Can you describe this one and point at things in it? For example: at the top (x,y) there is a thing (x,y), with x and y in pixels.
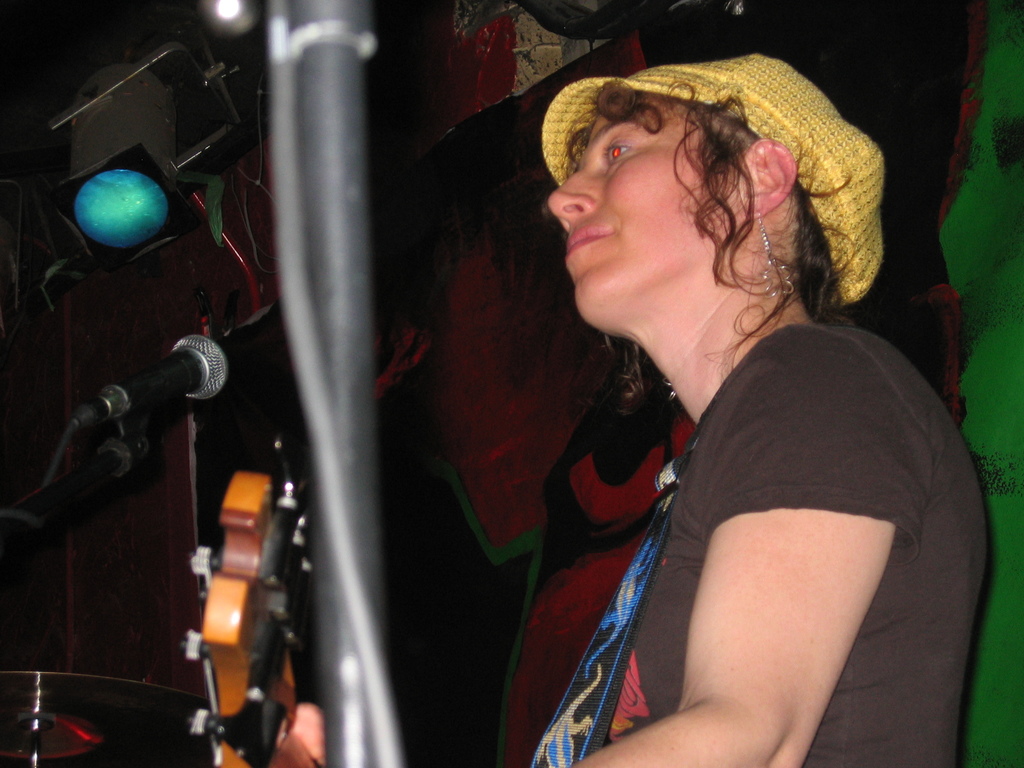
In this picture we can see that a woman (770,609) wearing black t-shirt (860,695) is smiling and playing with the wooden guitar (280,674). On the top (111,211) we can see blue color spotlight (126,216).
